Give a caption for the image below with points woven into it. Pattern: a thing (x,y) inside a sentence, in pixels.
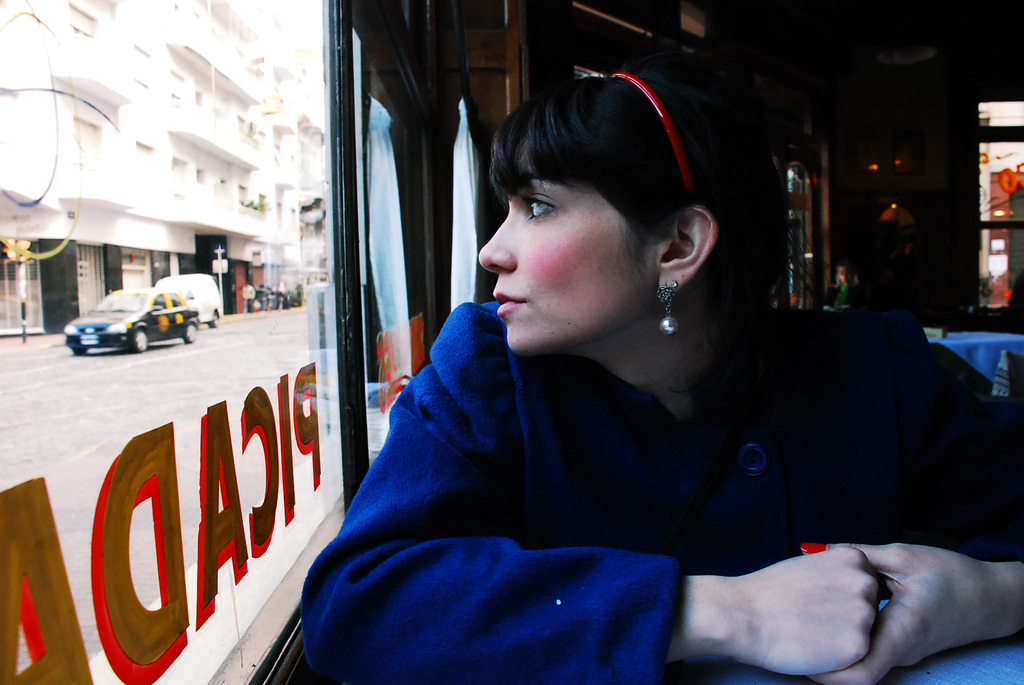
The woman (549,323) in blue dress (442,417) is sitting on the chair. In front of her, we see a table (928,658) which is covered with blue color sheet (922,665). Behind her, we see a table (1001,341). In the background (787,305), it is dark. Beside her, we see a glass window (243,540) from which we can see vehicles (130,335) moving on the road (205,392). Beside that, we see buildings (250,215) in white color. We even see people (260,285) walking on the road (249,342).
